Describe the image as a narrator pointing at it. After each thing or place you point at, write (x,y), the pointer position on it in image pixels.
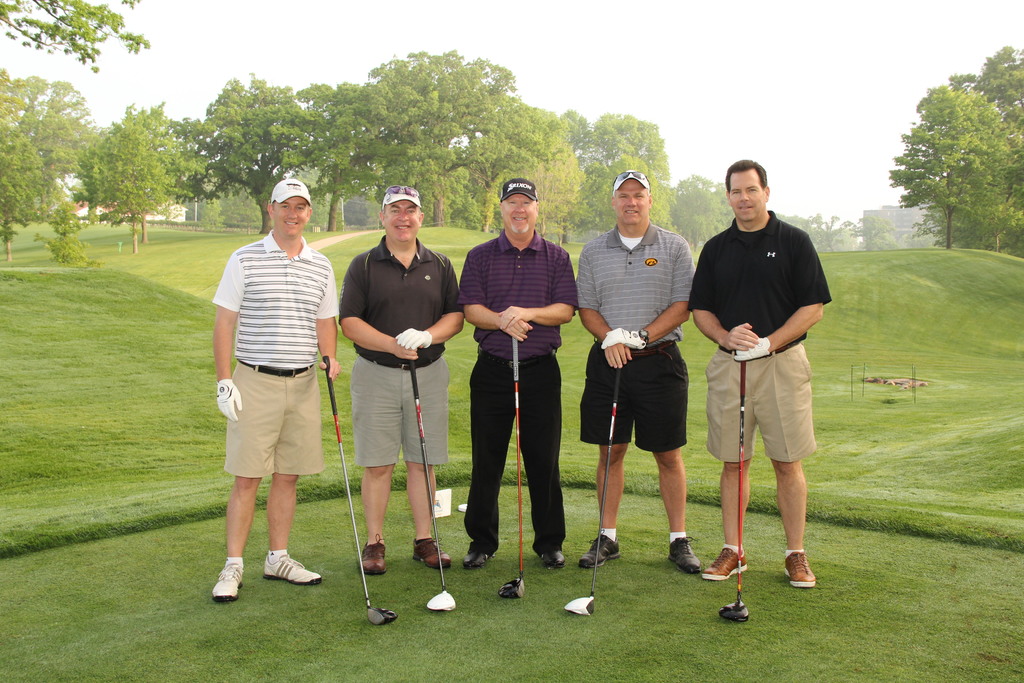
In the center of the image (385,261) we can see some persons (541,399) are standing and holding golf stick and some of them are wearing gloves (235,404), caps (296,188). In the background of the image (419,229) we can see the trees (167,164), buildings (896,217), poles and grass (429,240). At the top of the image (629,84) we can see the sky (855,49). At the bottom of the image (892,577) we can see the ground (770,505).
